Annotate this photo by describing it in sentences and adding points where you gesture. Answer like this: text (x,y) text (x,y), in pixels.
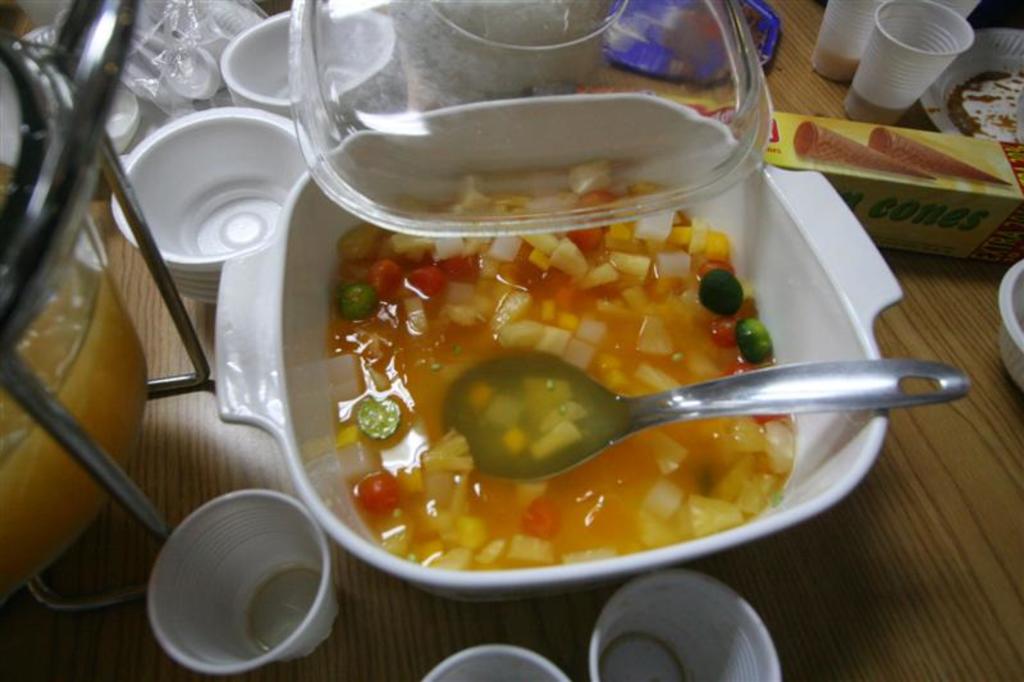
We can see bowl (358,488) with soup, spoon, glasses (850,11), cups (1010,327), stand (130,501), lid (470,10), box (823,123) and some objects (169,62) on the wooden surface (899,431).
